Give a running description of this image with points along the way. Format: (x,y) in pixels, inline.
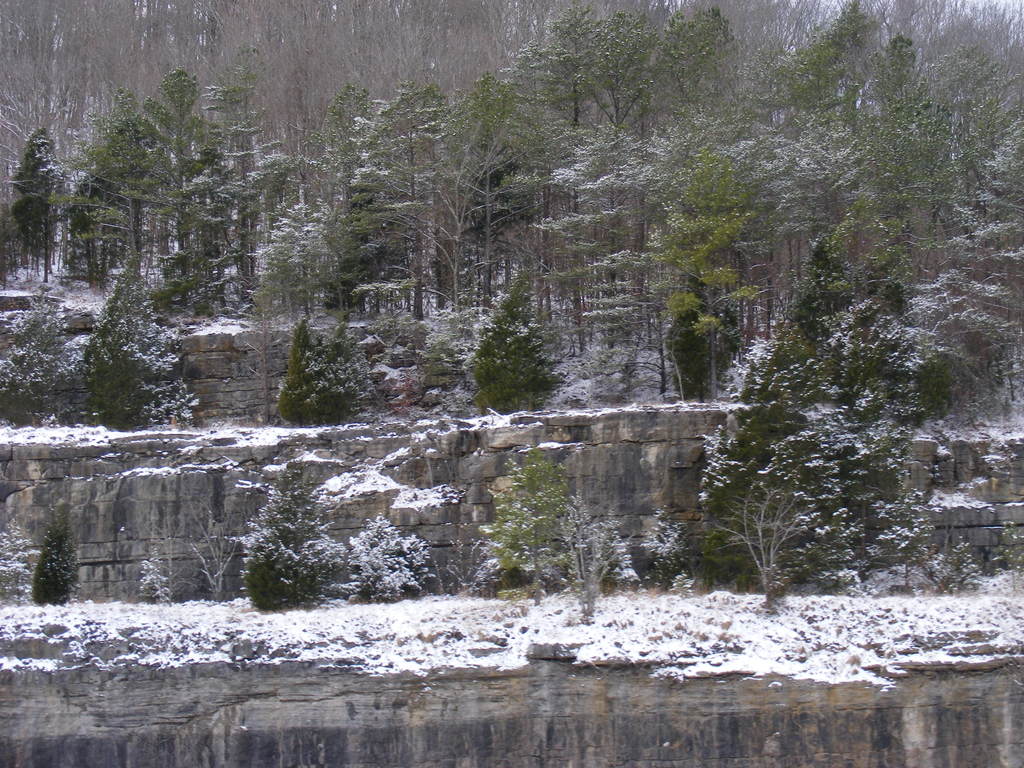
In this image there is a cliff (504,718). There is snow (732,607). There are trees (750,512). There are stones (19,512).
